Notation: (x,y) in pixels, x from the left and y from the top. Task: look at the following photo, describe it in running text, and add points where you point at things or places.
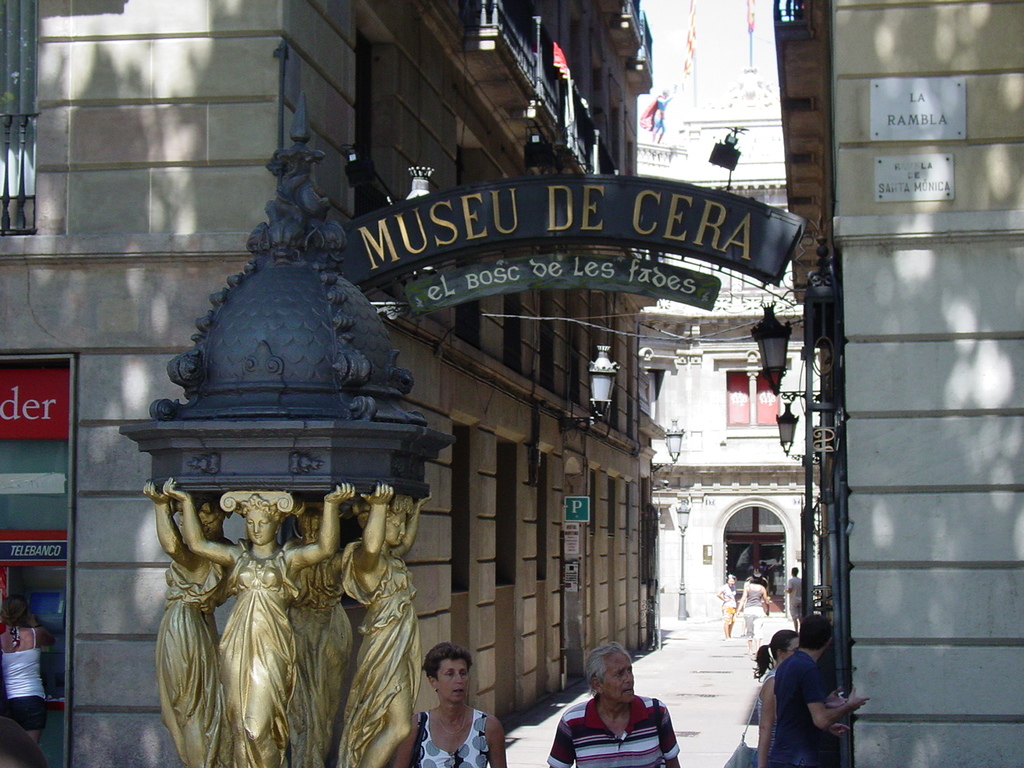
In this picture we can see buildings (555,91), people (586,755) and boards (892,182).
